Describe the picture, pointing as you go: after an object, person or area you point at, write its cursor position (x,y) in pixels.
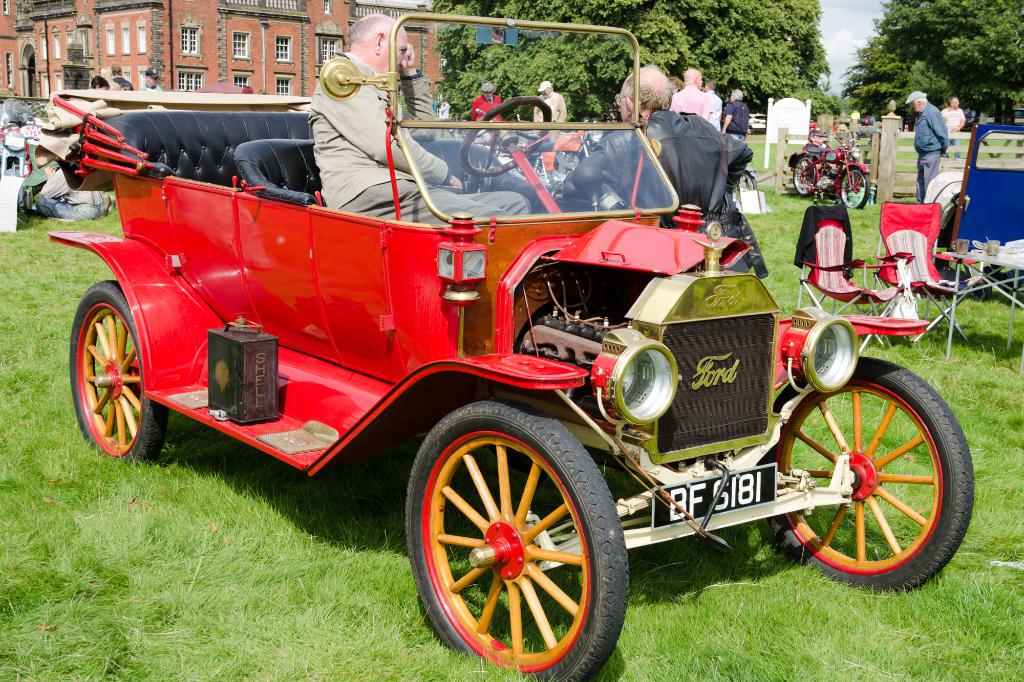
In this image there are group of persons (334,150). In the right side (1011,262) there is a table (999,258) and two chairs (889,253) and a person (931,140) is standing in the center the man (687,153) wearing a black colour jacket (689,164) is leaning on the car (579,263) and a person (358,144) is sitting in the car (729,392). On the left side (60,181) the man (70,200) is sitting on the grass (44,220) and on the car (717,397) there is word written as ford bf 6181. In the background (720,44) there are trees (718,31), sky (835,41) on the left side (247,39) there is a building (205,32) with red colour bricks (215,33) and white colour window (239,46). In the center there is a bike (826,167) which is red in colour.
